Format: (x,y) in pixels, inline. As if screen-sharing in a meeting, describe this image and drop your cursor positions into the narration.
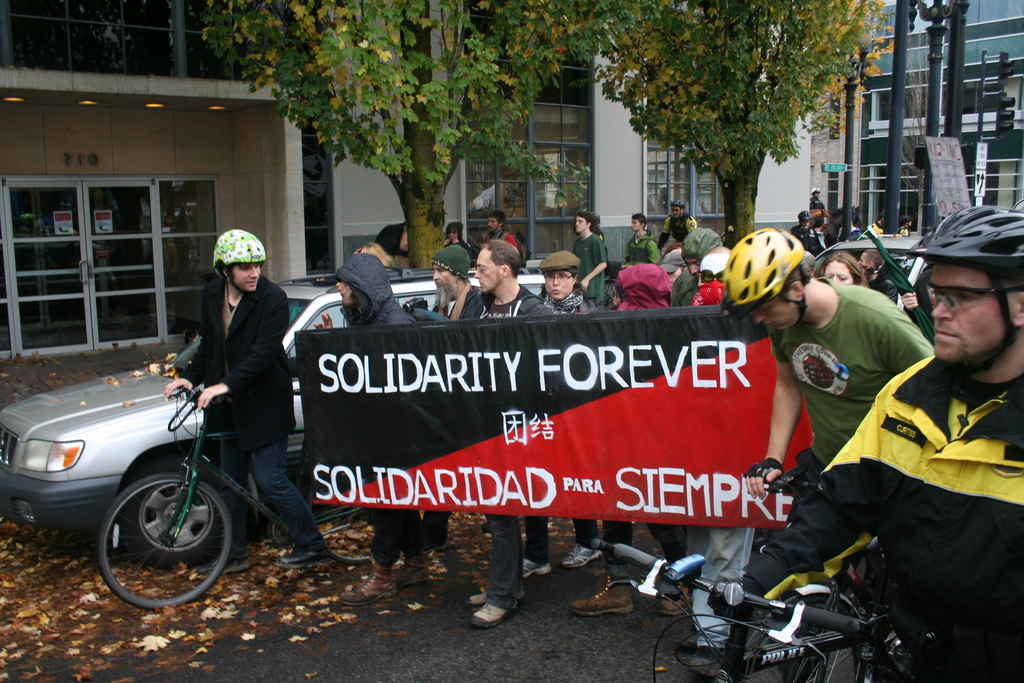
In this image, there is an outside view. There are some persons (903,225) standing and wearing colorful clothes (646,307). There is a banner (633,312) in the center of the image (523,362). There is a building (160,118) and two trees (296,60) at the top of the image (665,45). There are two persons (776,244) in the bottom right of the image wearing clothes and holding cycles (875,575) with their hands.
